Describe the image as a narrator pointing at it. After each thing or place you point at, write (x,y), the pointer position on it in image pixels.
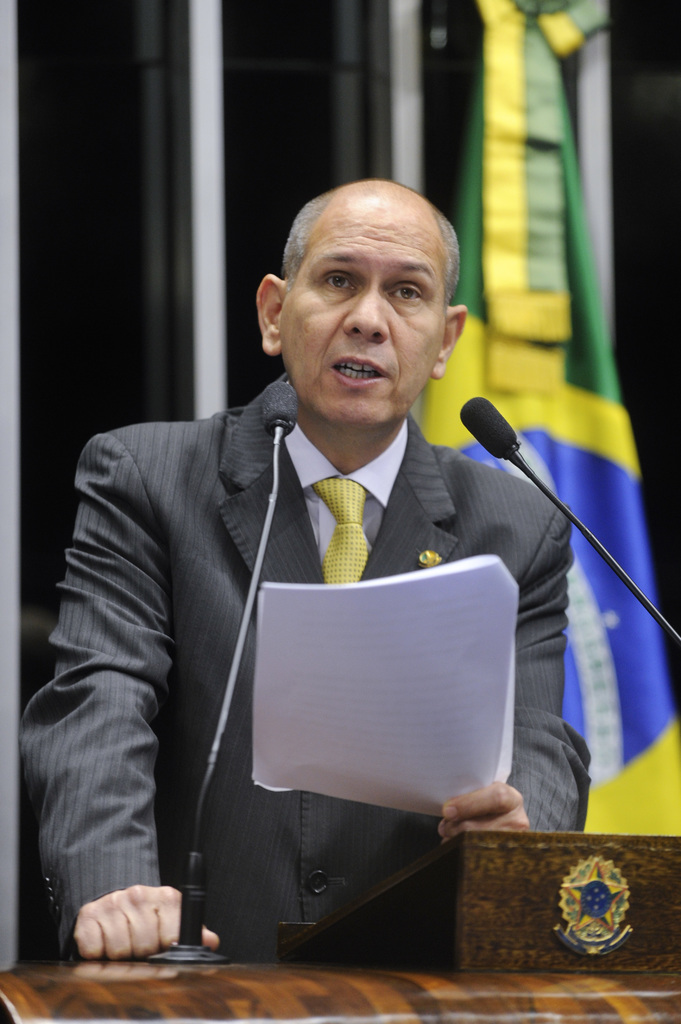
In this image I can see the person (162,641) standing in-front of the podium (200,973). On the podium (324,931) I can see the mics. I can see the person (203,496) is holding the paper (317,709) and he is wearing the grey color blazer (202,552), white shirt (305,480) and the yellow color tie (356,534). In the background (477,191) I can see the colorful flag (472,317).
